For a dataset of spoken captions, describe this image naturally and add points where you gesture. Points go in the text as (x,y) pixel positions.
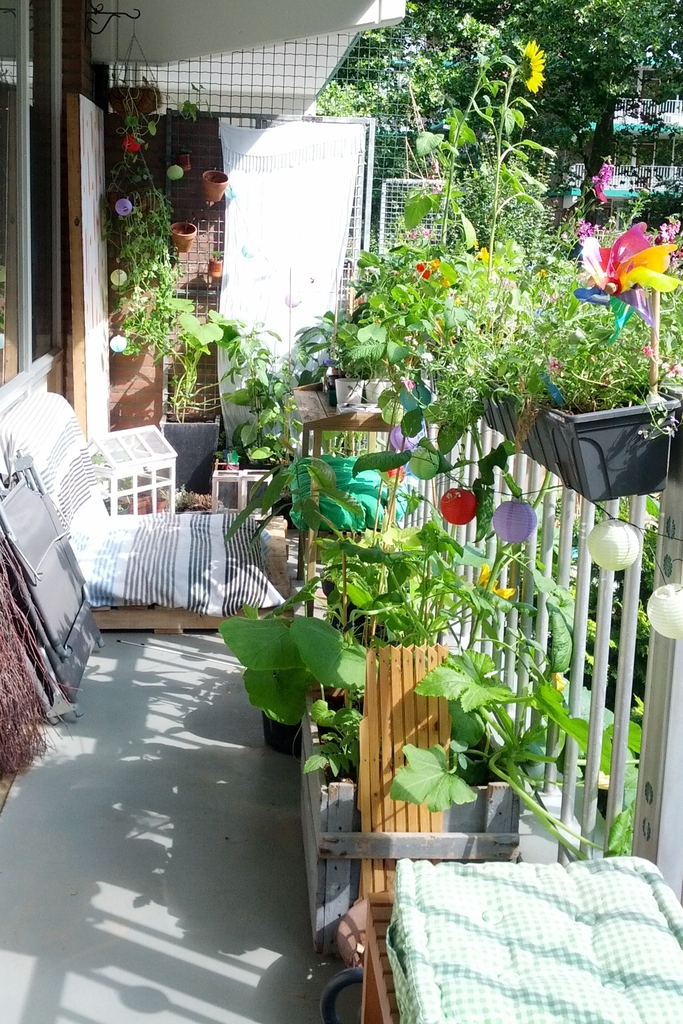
in this image the house (24,331) has many things (490,372) like trees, flower vase (582,445) and flowers (526,65) some stools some tables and some bed sheets (105,534) and some fencing (552,556) is there and the background is greenery (342,108).
